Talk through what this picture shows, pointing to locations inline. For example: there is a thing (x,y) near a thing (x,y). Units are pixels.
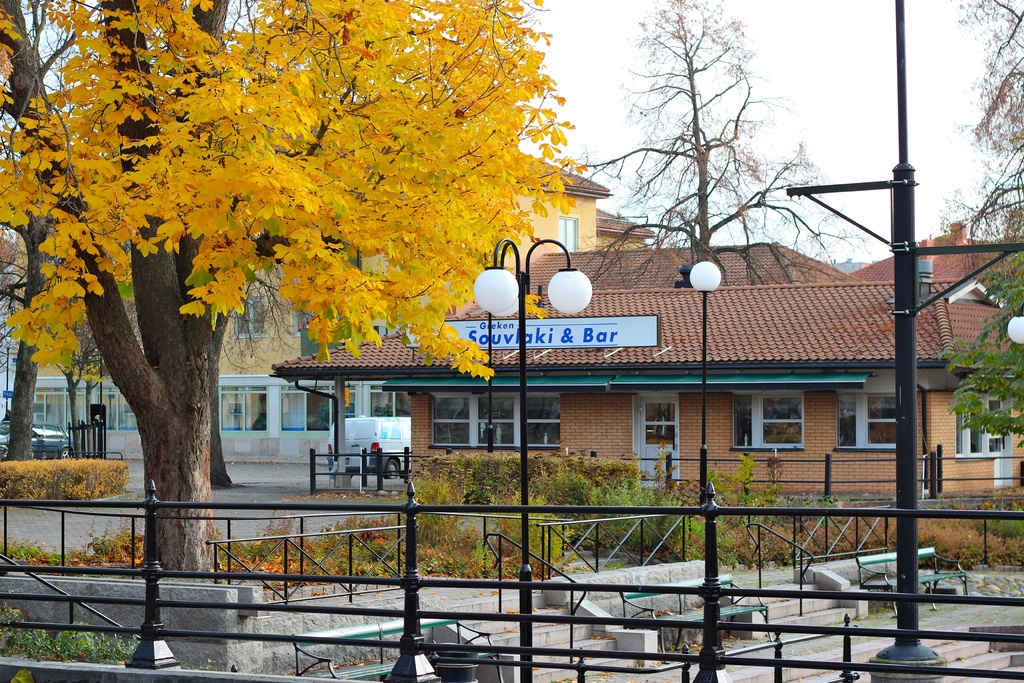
This image is taken outdoors. At the top of the image (595,92) there is the sky (857,117). In the background (564,235) there are a few houses (753,360). There is a board (586,340) with a text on it. Two vehicles (350,448) are parked on the road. There is a railing (97,439). In the middle of the image (449,311) there are a few trees (661,86) and plants (452,550) with leaves (261,146), stems (698,145) and branches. There are two poles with street lights (579,306). There is a railing (181,602). There are three empty benches (387,663) and there are a few stairs (982,666).
